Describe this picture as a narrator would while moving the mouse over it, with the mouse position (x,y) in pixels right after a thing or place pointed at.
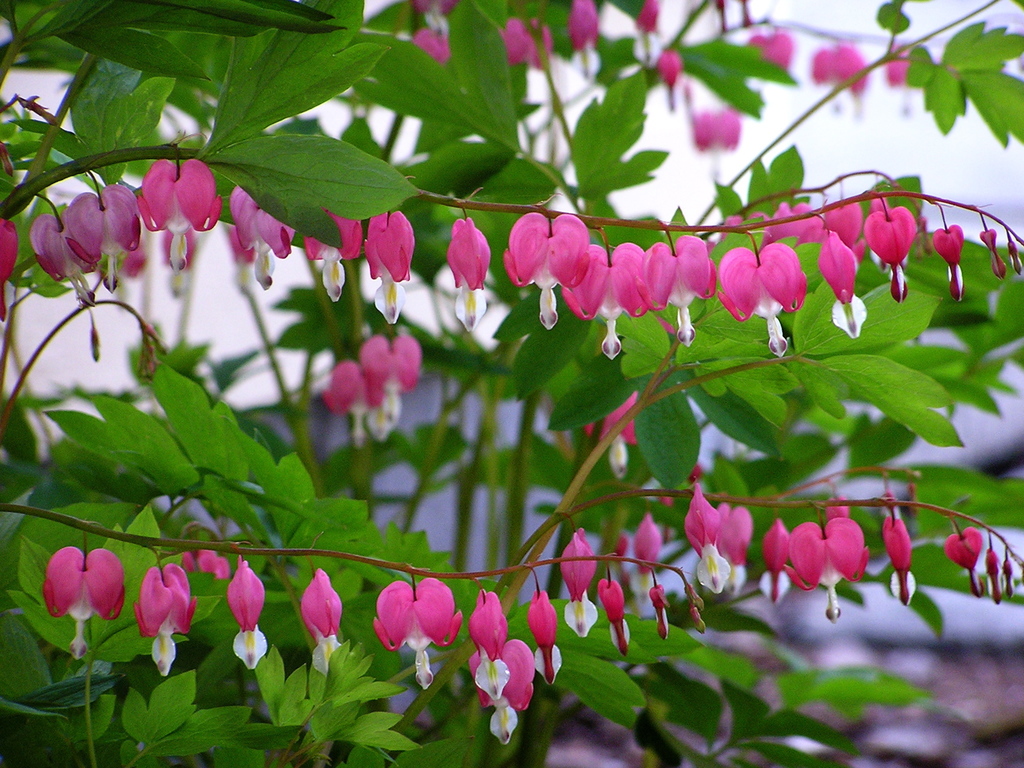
In this image, we can see a bunch of flowers (347,363) with stems (88,728) and leaves (412,560). Background (1017,173) we can see white color.
